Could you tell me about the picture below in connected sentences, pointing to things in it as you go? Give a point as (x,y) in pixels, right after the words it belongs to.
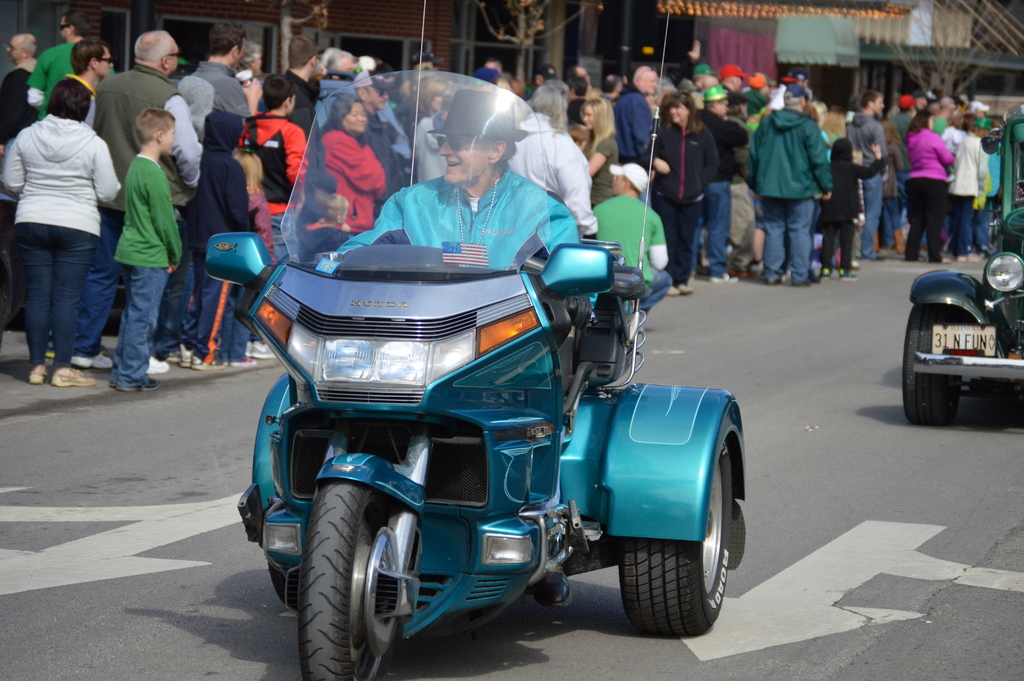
The image is clicked on the roads (164,506). In the front (495,453), the man (465,215) riding bike (437,309), is wearing a blue jacket (493,233). The bike (398,510) is also in blue color. To the right (949,289), there is a car (979,314) in black color. To the left (154,82), there are many people (584,139) standing in a line. At the bottom (895,600), there is a road (878,605).
